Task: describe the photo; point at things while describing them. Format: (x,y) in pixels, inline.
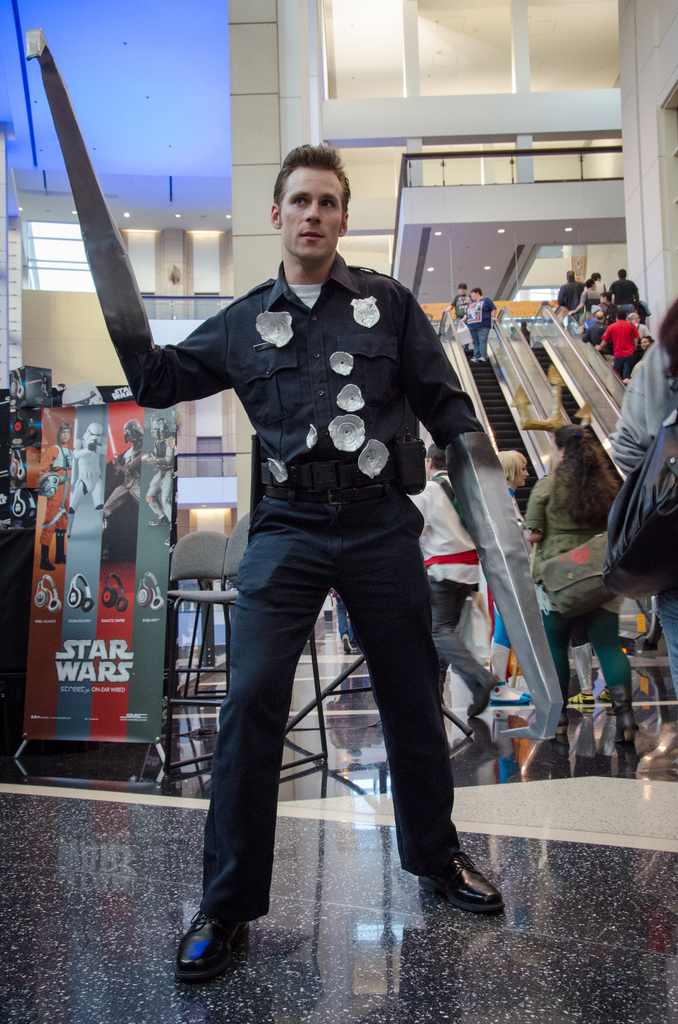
In this image I can see the person (314,542) with the dress (300,593). In the background (345,618) I can see the group of people (435,555), escalators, chairs (212,757) and the boards (81,462). I can see few people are with bags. I can see the lights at the top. I can see these people (308,438) are inside the building (257,923).
